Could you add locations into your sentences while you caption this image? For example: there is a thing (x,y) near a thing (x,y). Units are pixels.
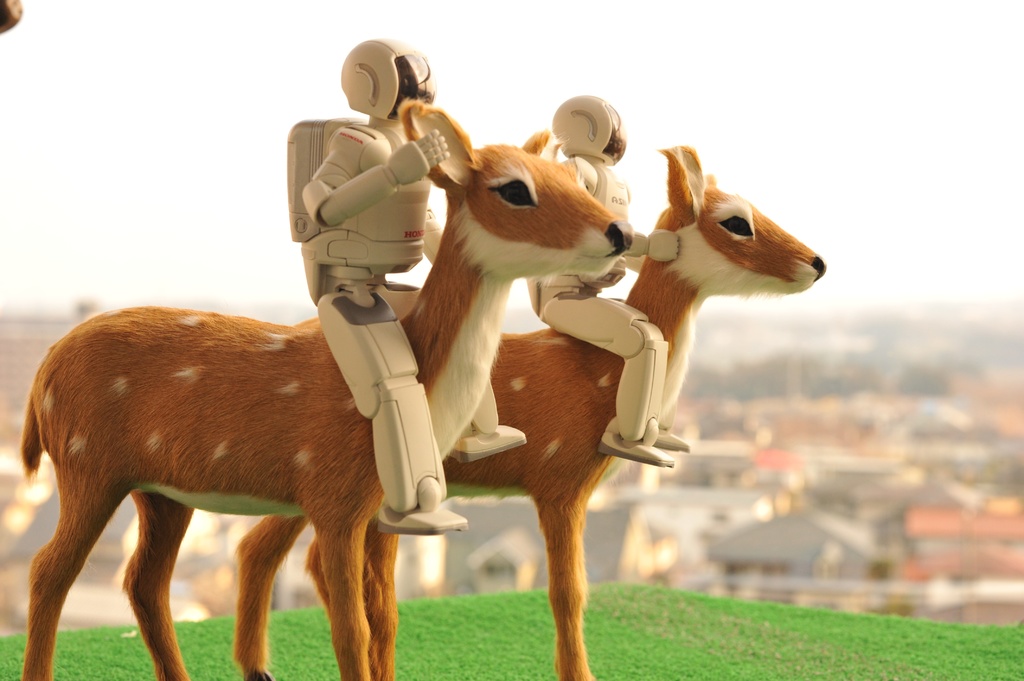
This image consists of toy robots (408,397) and deer (379,655). At the bottom (638,663), it looks green grass (604,650). In the background (998,547), there are houses (965,547). And the background (985,510) is blurred.
